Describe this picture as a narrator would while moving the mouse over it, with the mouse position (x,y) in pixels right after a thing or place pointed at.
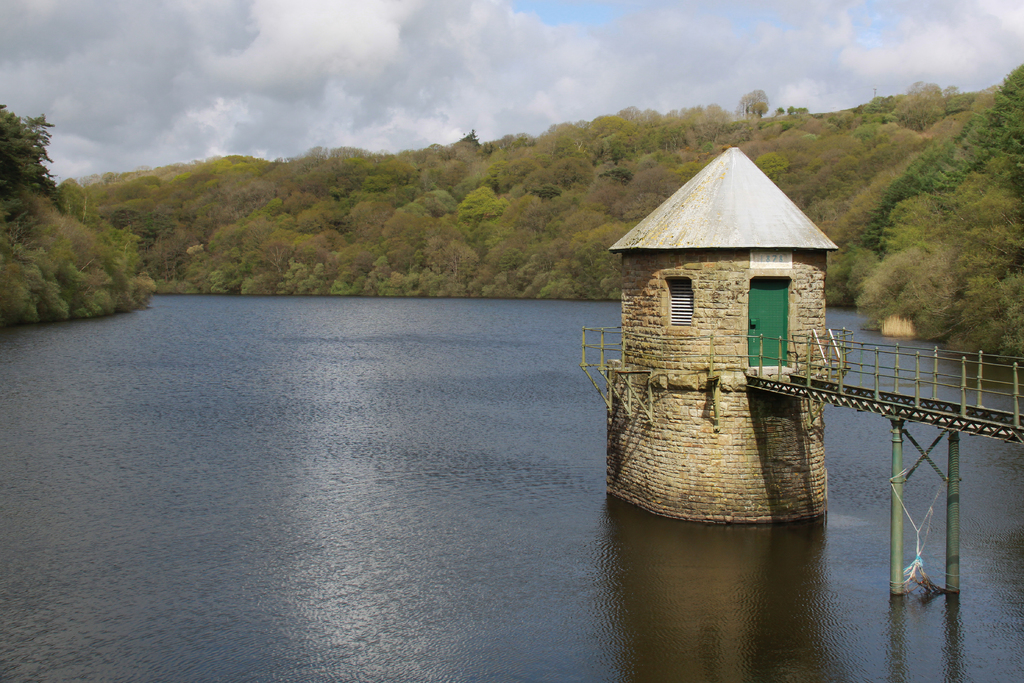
In this image, I can see a house (811,219) with a bridge (1006,415), which are on the water (440,502). In the background (126,258), these are the hills (387,193) with the trees (424,221). At the top of the image (383,115), I can see the clouds (582,54) in the sky (723,36).
